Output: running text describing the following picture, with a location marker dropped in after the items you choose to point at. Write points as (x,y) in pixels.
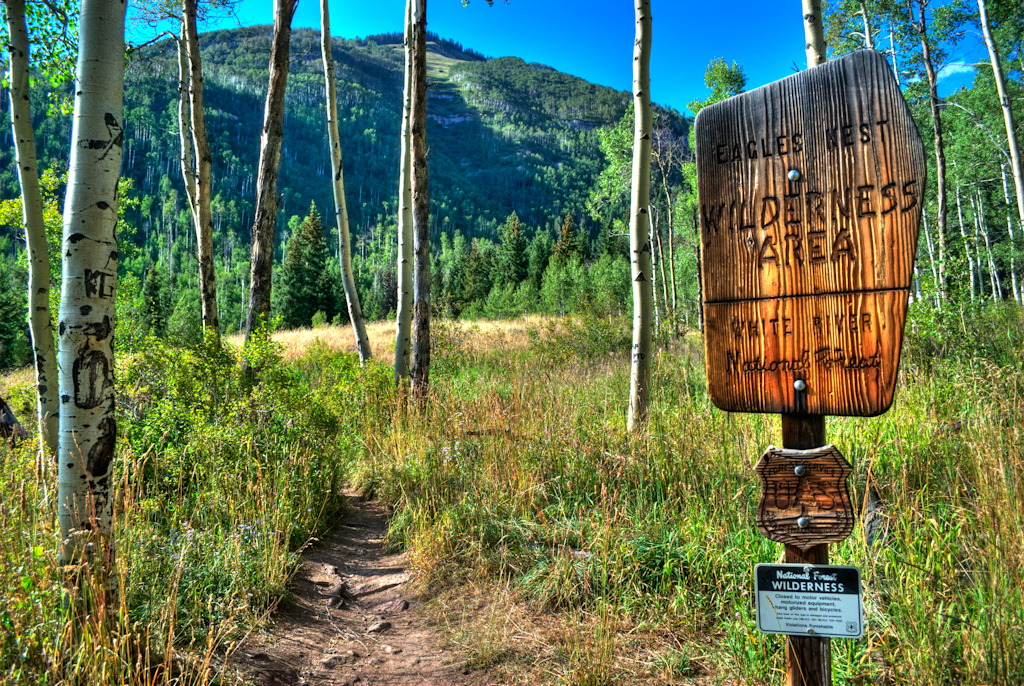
In this image there is a field (524,456), in that field (597,343) there are trees (560,225), in the background (319,66) there is a mountain (479,152) and there is a blue sky (752,18).
